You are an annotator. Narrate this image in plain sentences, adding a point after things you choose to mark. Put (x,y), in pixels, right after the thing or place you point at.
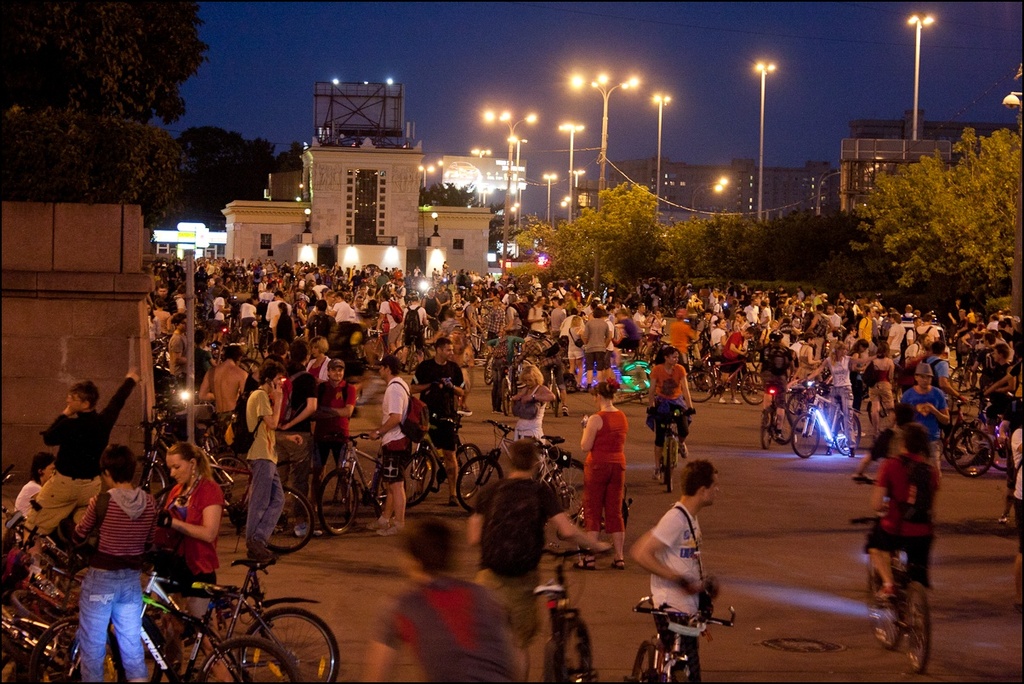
In this image we can see a group of people (736,309). They are holding a bicycle (819,406) in their hand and some of them are riding a bicycle (667,423). In the background (515,226) we can see a building (408,183), trees (905,179), street lights (662,93) and a sky (348,63).
